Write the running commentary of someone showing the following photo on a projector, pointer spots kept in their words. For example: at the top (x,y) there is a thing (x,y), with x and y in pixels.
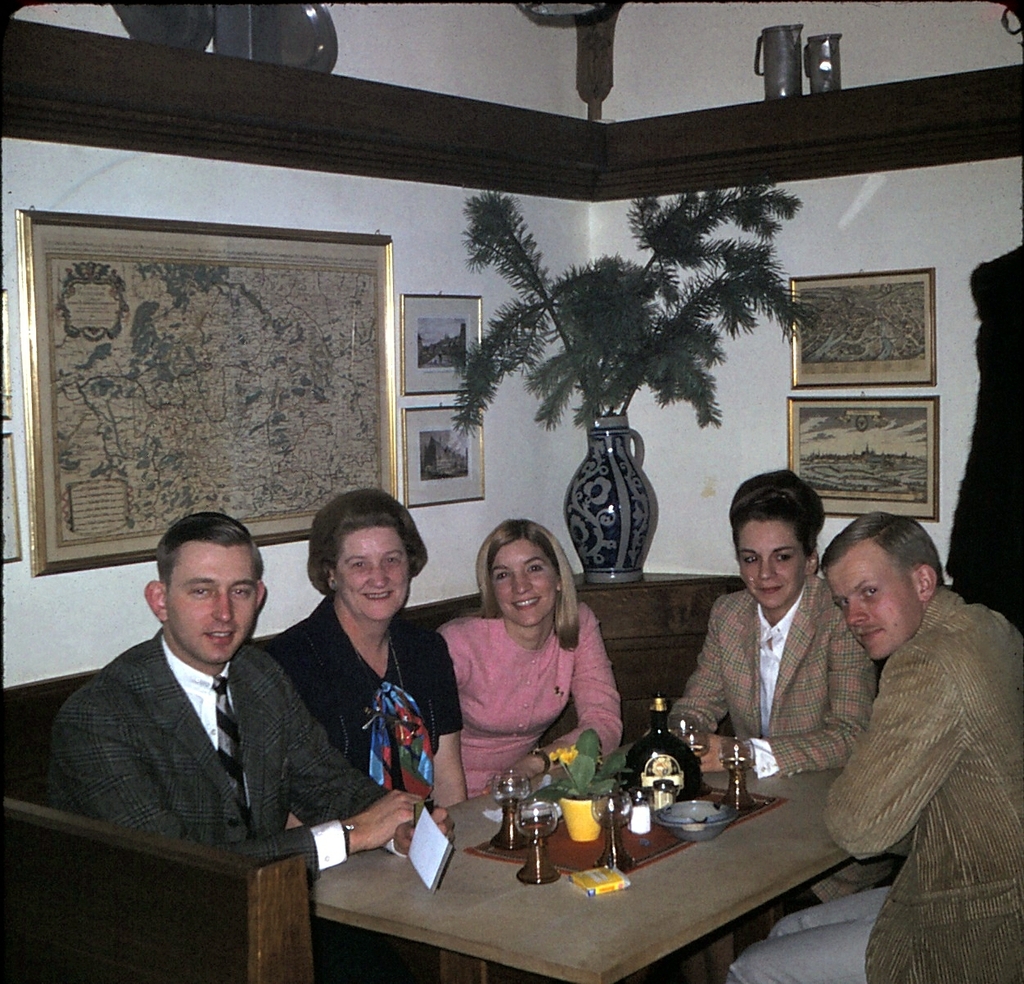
There are group of persons (357,653) sitting in a sofa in front of a table (566,921) and there are some photos (250,397) and a flower vase (596,429) in the background (585,344).
